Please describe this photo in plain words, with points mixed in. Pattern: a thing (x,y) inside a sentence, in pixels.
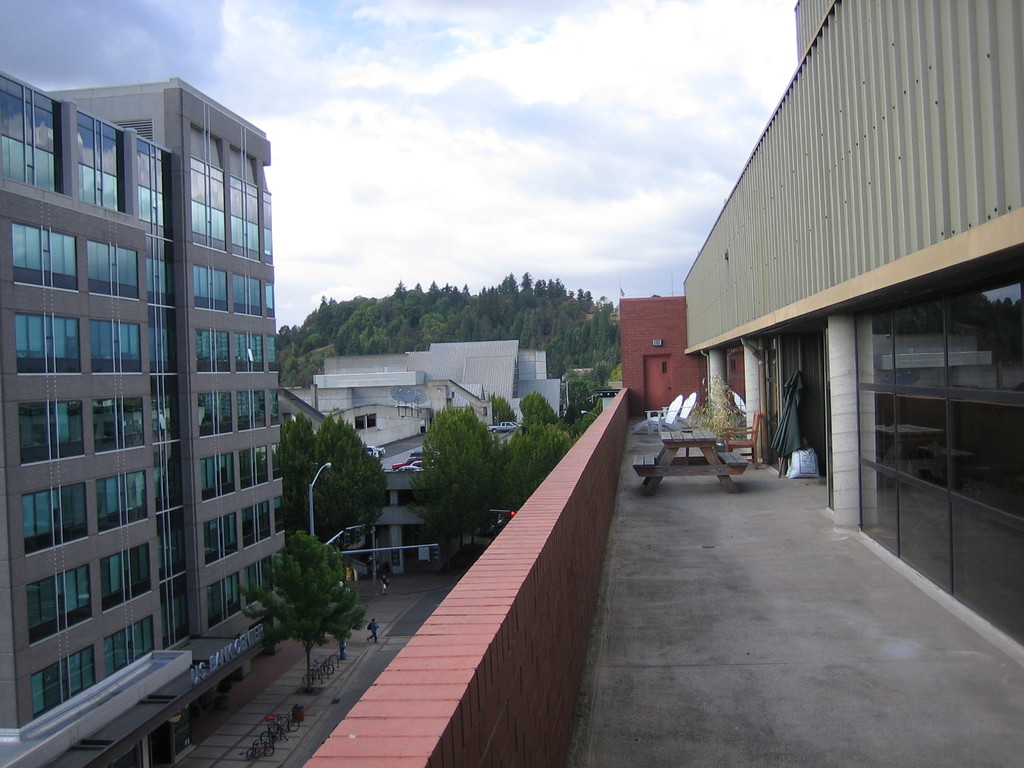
In this image there is the sky (424,58) towards the top of the image (532,98), there are clouds (562,93) in the sky (564,104), there are trees (459,436), there is a pole (359,528), there is a street light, there is a building (898,302) towards the right of the image (880,386), there is a building (138,333) towards the left of the image (127,295), there is road (370,669), there is a person (371,633) walking, there are bicycles (277,733), there are objects (753,443) on the floor (739,478).
